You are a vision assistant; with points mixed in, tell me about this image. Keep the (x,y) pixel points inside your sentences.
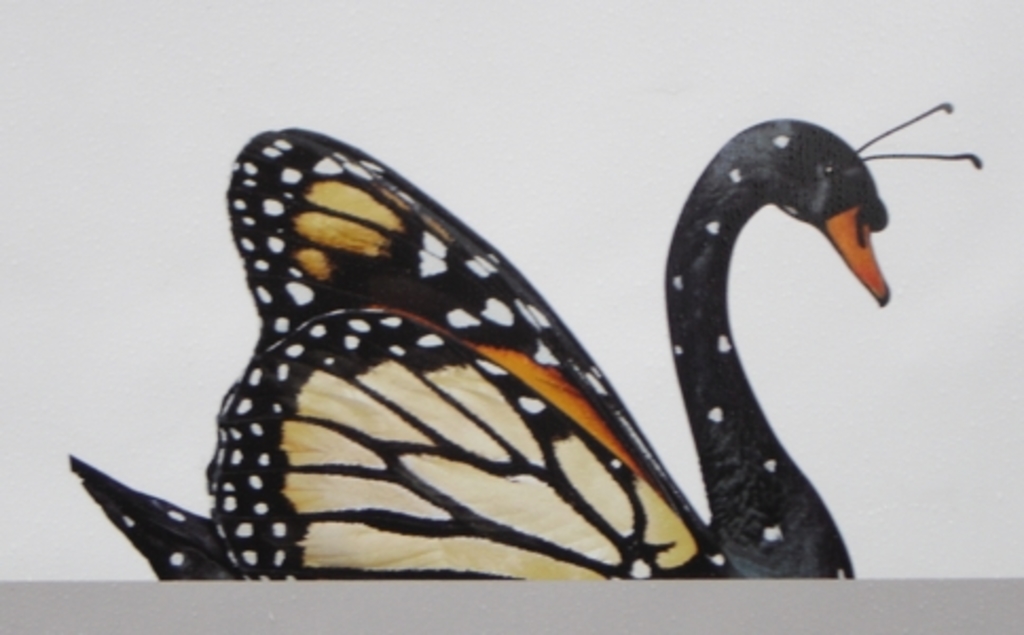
In the foreground of this image (319,530), it seems like a poster (390,374) in which there are butterfly wings (678,488) to a swan (727,274) with the white background (509,142).
